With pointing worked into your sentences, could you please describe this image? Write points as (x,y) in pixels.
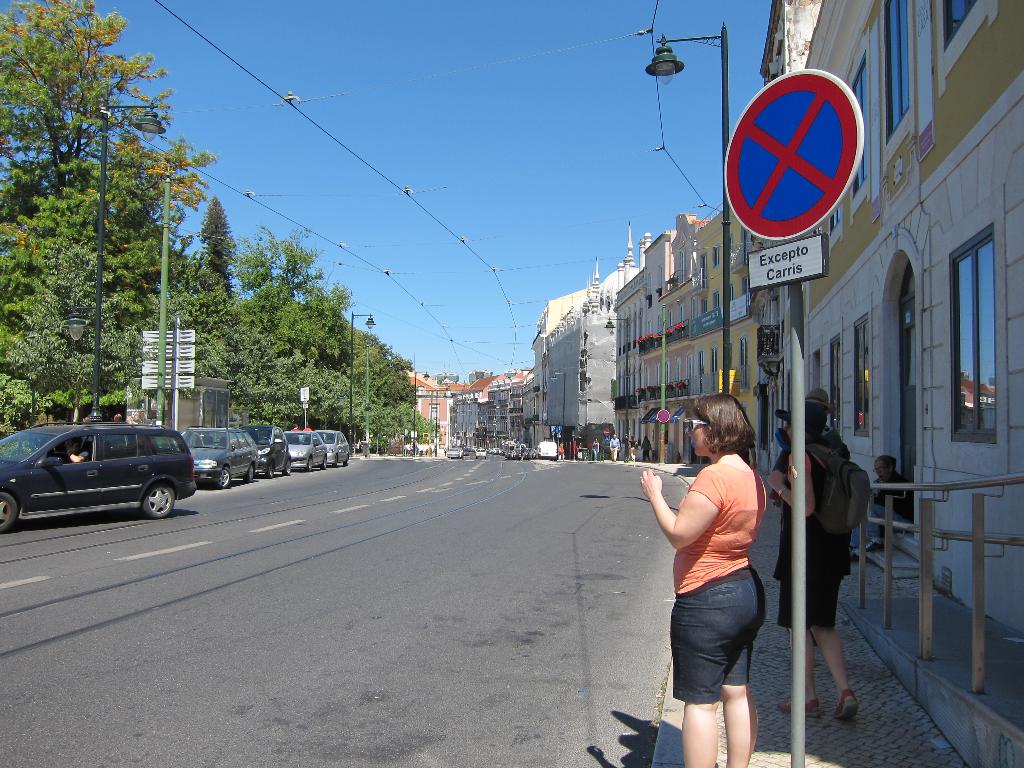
This picture shows two women (738,492) standing and we see buildings (475,407) in a row and few cars (336,445) parked on the side and we see trees (267,358) around and a sign board (843,166).
